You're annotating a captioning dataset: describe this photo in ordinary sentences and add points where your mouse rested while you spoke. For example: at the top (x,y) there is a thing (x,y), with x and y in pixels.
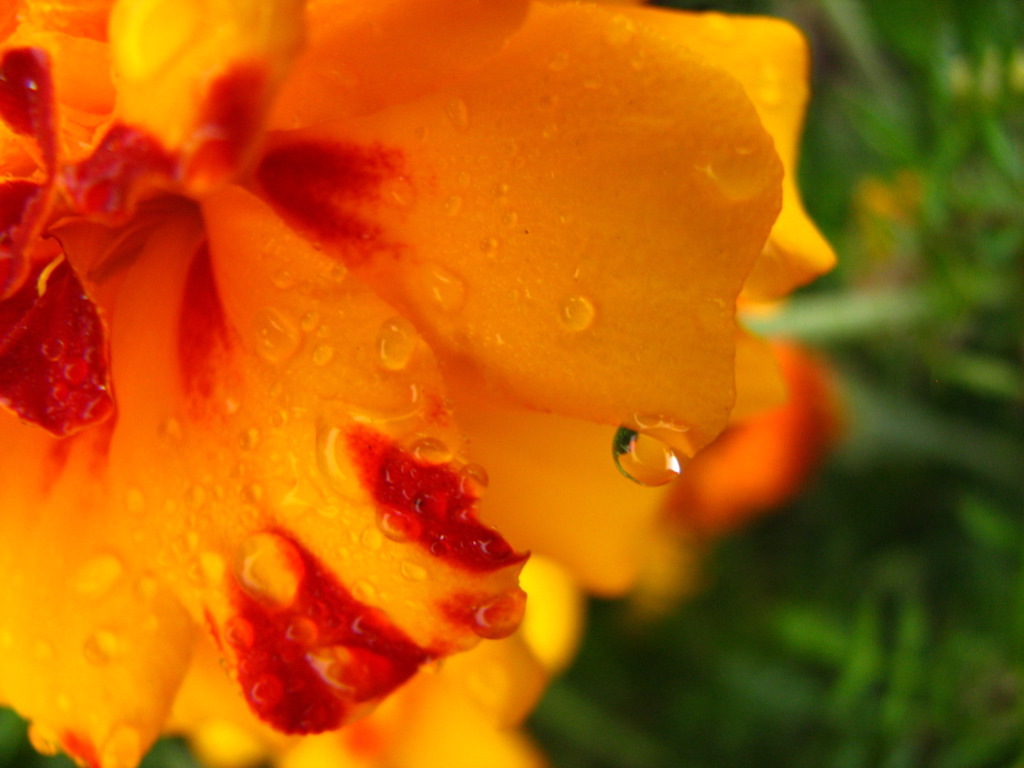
In this image, we can see a flower (347,293) on the blur background.
